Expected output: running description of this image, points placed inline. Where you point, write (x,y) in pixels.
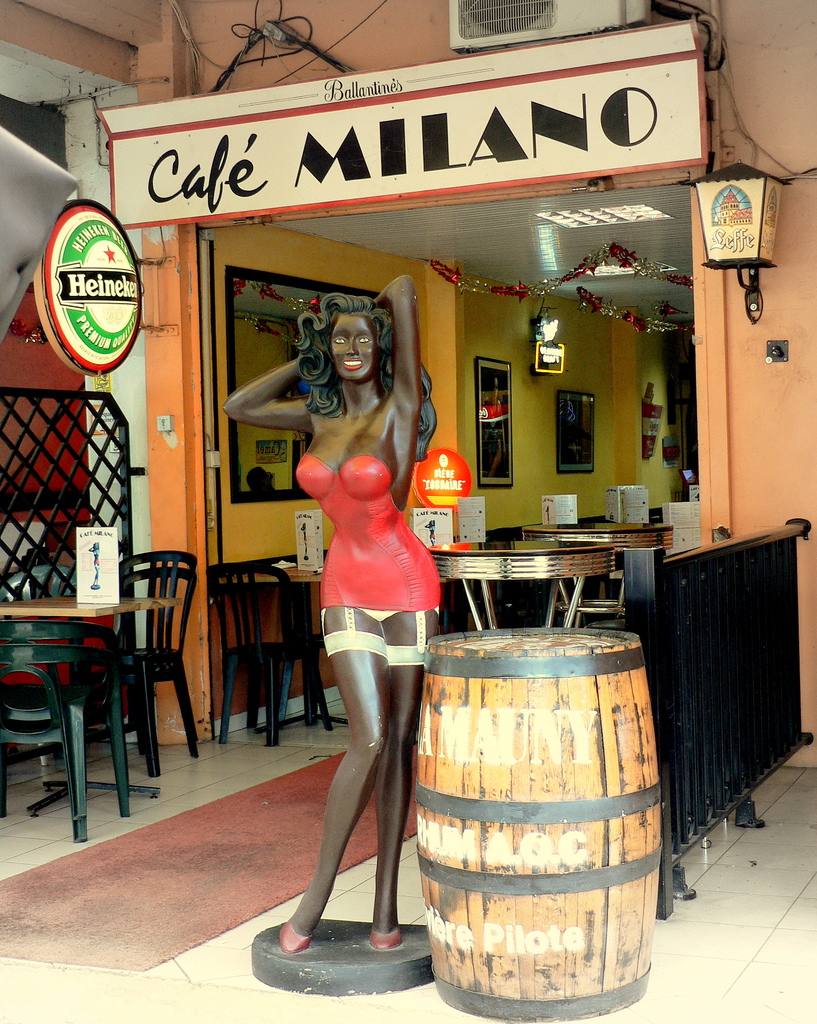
In the image there is a statue (325,884) of a lady (400,483). Beside the statue (315,426) there is a wooden container (507,961) and also there is railing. Behind the statue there are tables (56,798) and chairs (11,660). And also there is a store (400,138) with name boards (400,138). Inside the store (475,398) there are tables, chairs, walls (271,267) with frames (489,406) and there is a ceiling (535,222) with lights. On the right corner of the image (746,301) there is a lamp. And on the wall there are wires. And also there is a fencing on the left side of the image (128,445).
